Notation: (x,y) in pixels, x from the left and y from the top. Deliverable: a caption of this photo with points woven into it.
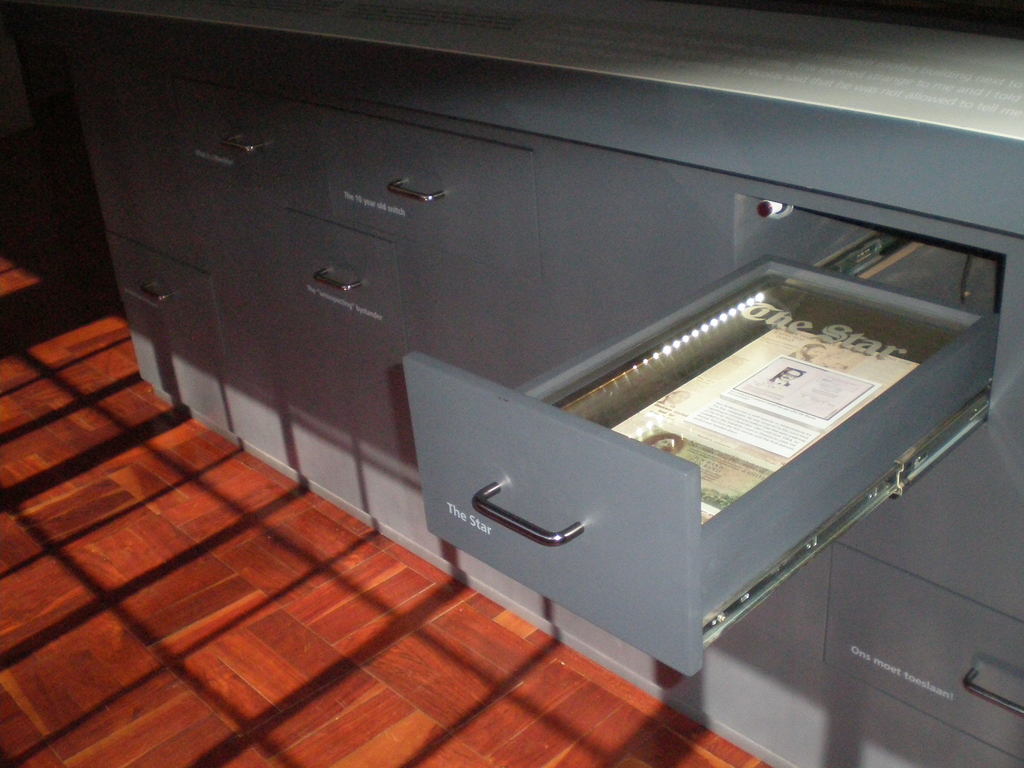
This picture shows a table (530,161) with drawers (988,725) and we see a drawer (823,460) opened and we see papers (843,398) in it.
